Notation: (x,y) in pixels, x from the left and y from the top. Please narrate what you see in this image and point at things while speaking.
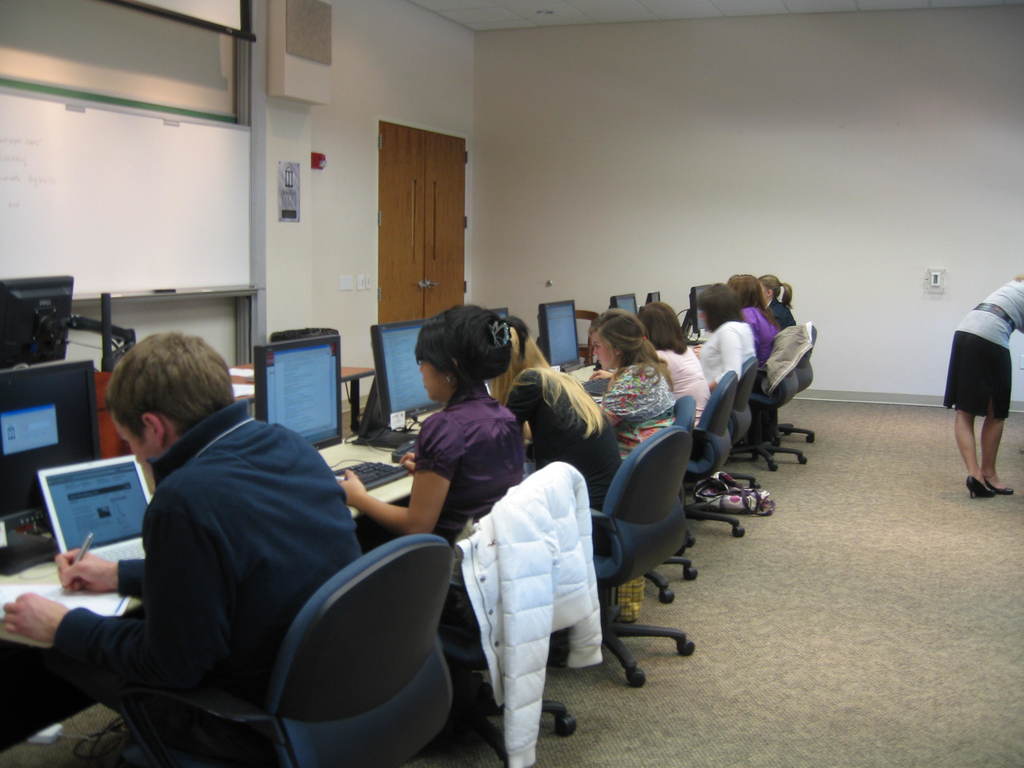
In this image I can see in the middle (523,363) a group of people (478,502) are sitting on the chairs (389,609) and working with the systems (7,445). On the right side (985,303) a person (973,338) is standing, it looks like an office (633,576).
